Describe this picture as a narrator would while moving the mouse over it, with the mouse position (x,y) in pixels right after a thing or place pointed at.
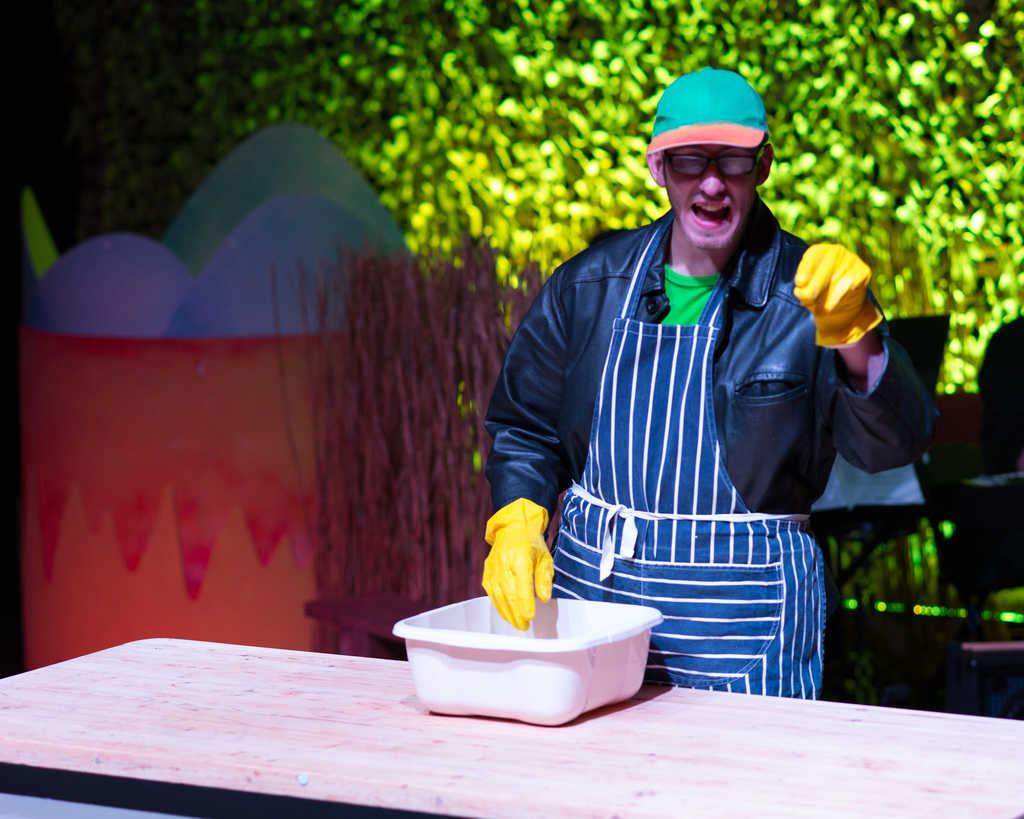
A man (707,323) is standing at a table (593,757) with small tub (595,660) on it.
